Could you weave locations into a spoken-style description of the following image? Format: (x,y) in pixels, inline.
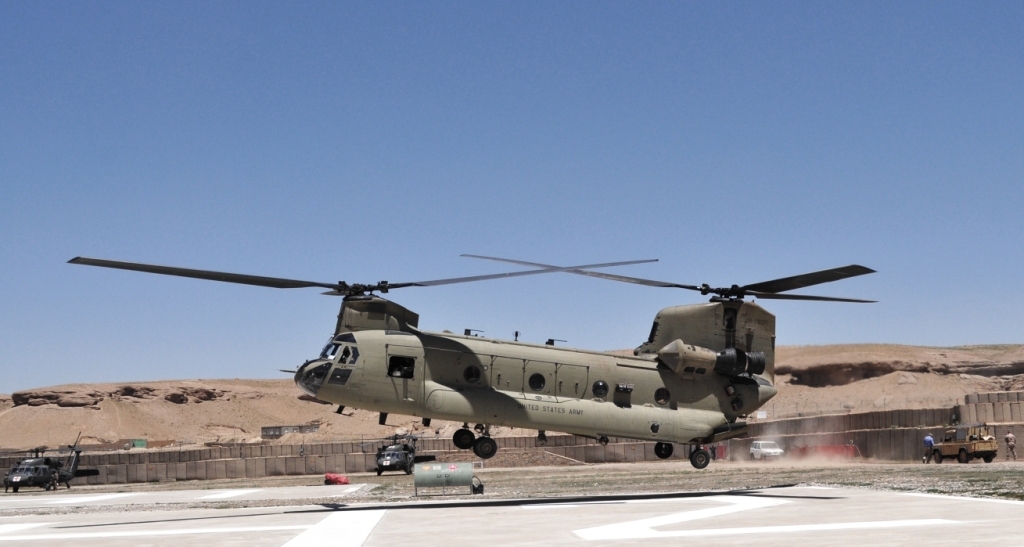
Here in this picture we can see an heavy lift helicopter (386,379) flying in the air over there and on the ground (358,485) we can see other helicopters (65,469) and jeeps (984,453) present over there and we can see people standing here and there and behind that we can see mountains (423,427) present all over there.
